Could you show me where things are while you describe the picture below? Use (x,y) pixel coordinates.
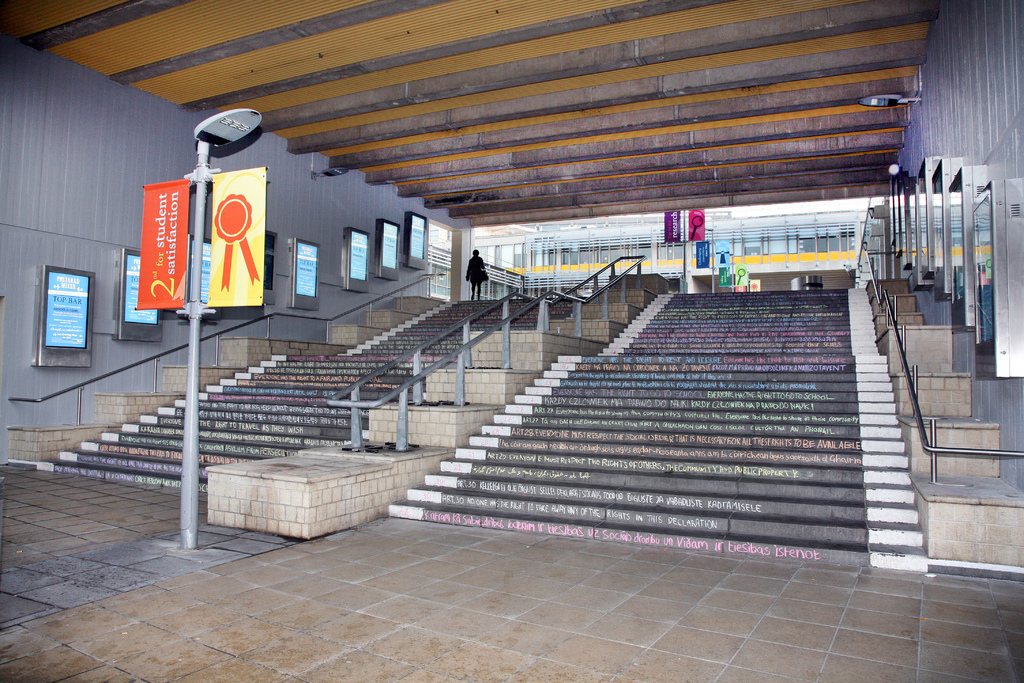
In this image I can see the floor (278,576), a pole (184,535), two boards (167,252) attached to the pole (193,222), few stairs (499,309), the railing (226,330), a person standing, the grey colored wall (82,242), few boards (421,230) attached to the wall (334,232) and in the background (704,260) I can see few poles (733,281), few boards (724,269) and a building (651,238).
